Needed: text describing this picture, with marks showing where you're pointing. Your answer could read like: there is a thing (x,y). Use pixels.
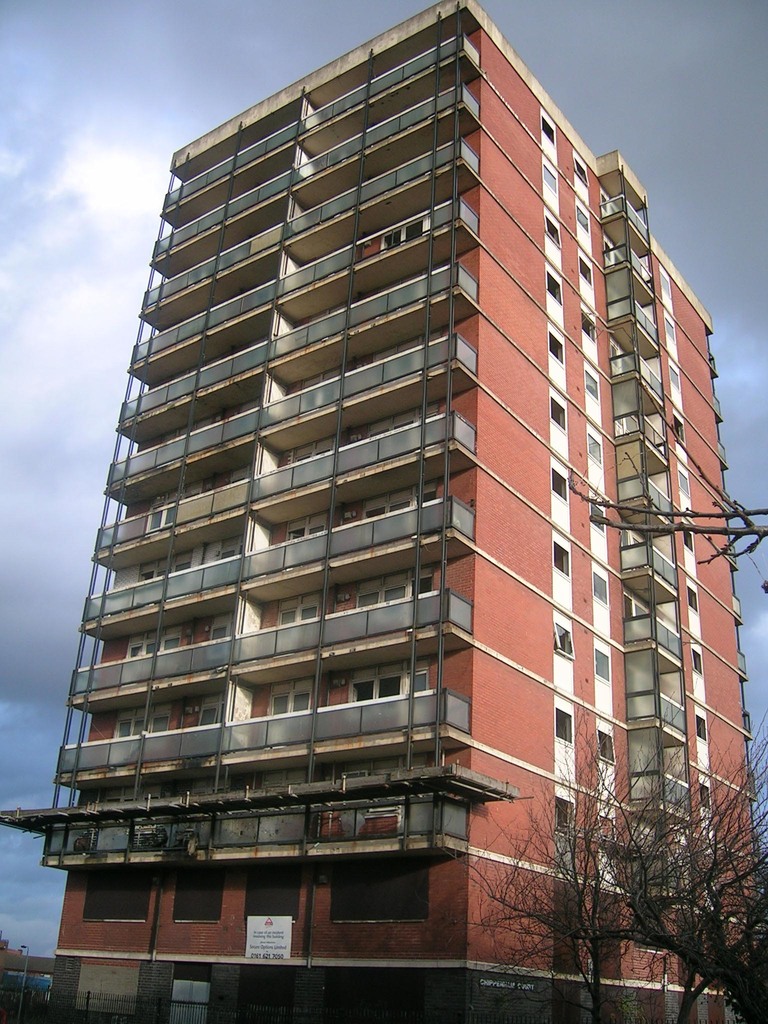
In this image I see a building (499,259) on which there are number of windows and I see a tree (593,749) over here and I see the fencing (103,1009). In the background (42,876) I see the sky (239,28) which is cloudy and I see stems (723,532) over here.
